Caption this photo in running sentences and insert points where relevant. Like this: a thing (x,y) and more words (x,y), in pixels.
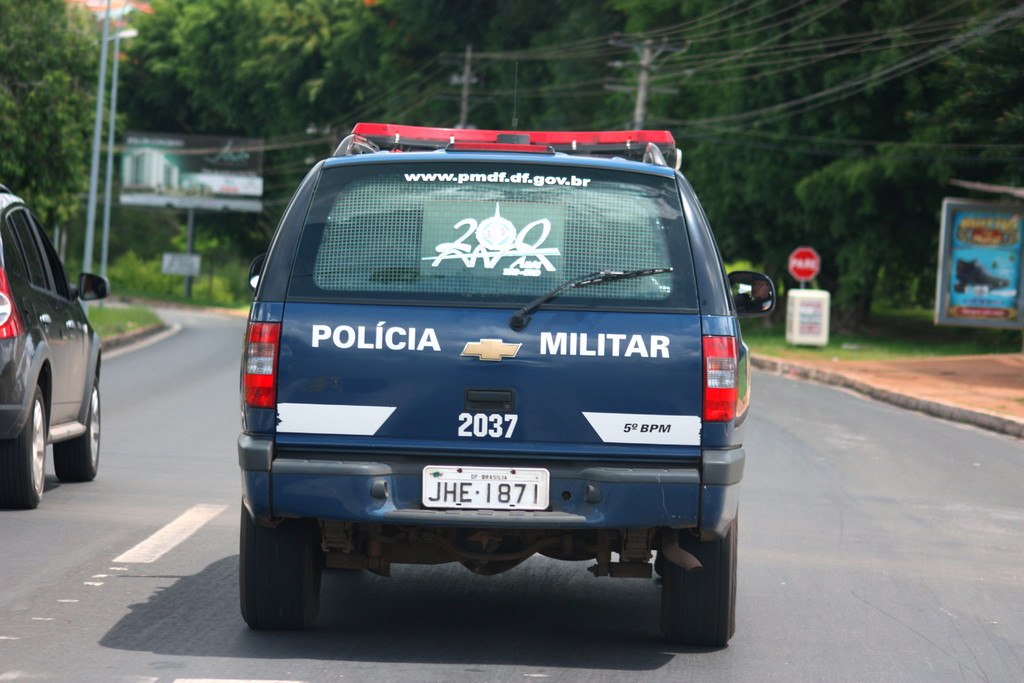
In this image we can see some vehicles (325,253) on the road (554,567). On the backside (204,262) we can see some street poles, boards (170,162) with pictures (198,182) on it, the utility poles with wires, a signboard (806,260), a container (800,337), grass (798,352) and a group of trees (200,292).
